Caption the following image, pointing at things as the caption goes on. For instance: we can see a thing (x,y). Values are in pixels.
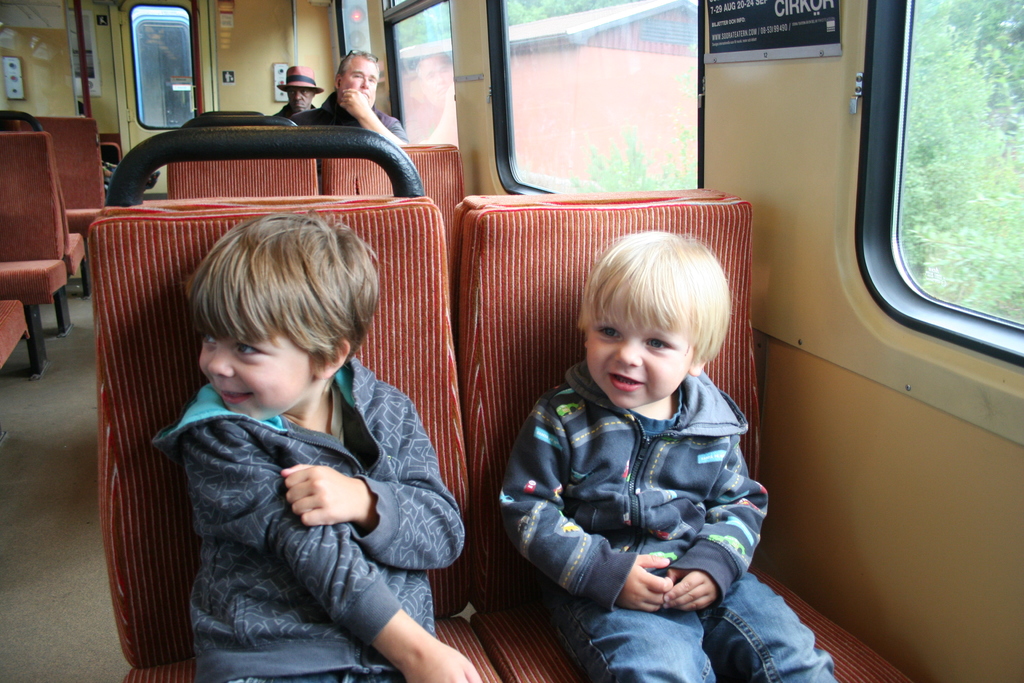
This is an inside view of a vehicle (251,69) and here we can see people (387,125) sitting on the seats (289,205) and we can see some boards (92,80) on the wall (235,81) and there are windows (546,89), through the glass (573,92) we can see trees (947,156) and there is a shed (544,73).
